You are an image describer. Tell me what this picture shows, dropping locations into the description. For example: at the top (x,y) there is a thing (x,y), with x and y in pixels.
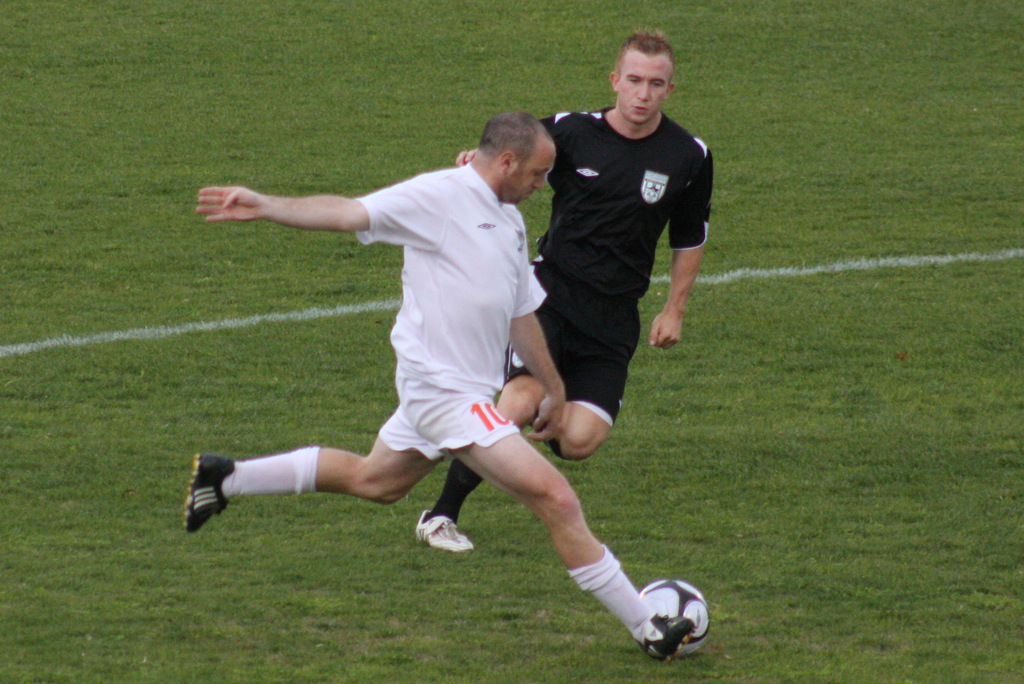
This image is taken outdoors. At the bottom of the image (231,617) there is a ground (329,99) with grass (810,438) on it. In the middle of the image (432,399) two men (525,446) are running on the ground (595,476) to hit a ball (650,592).
